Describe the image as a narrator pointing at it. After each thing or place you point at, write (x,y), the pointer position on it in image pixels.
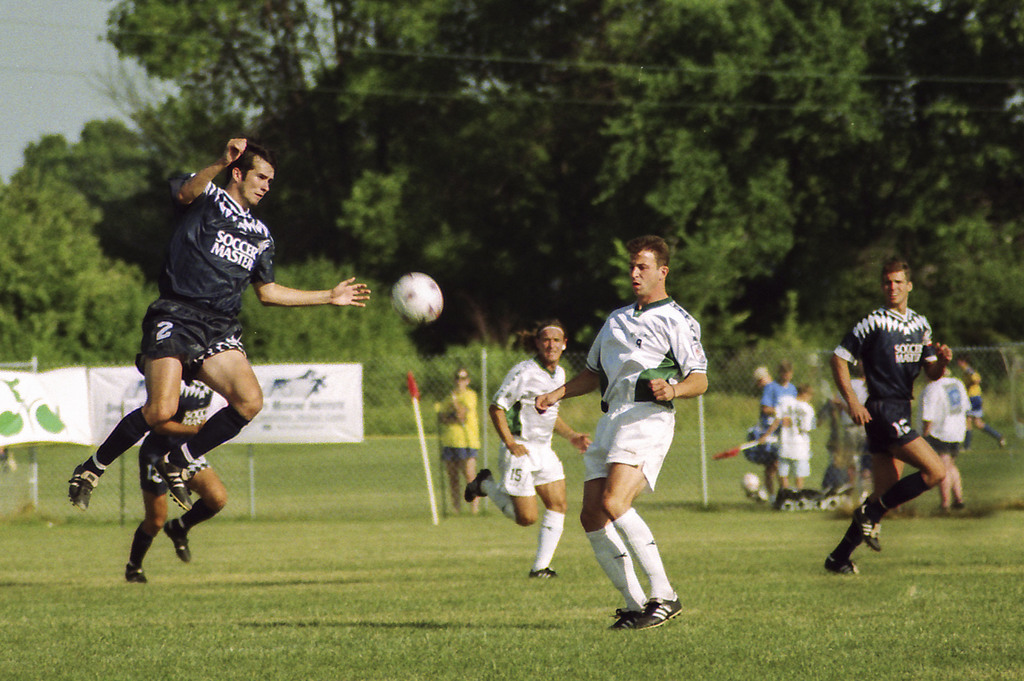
In this picture I can see few players (252,411) playing foot ball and I can see trees (588,193) and couple of banners (310,419) with some text (315,414) and I can see grass (464,576) on the ground (473,598) and I can see a man (209,317) jumping and I can see a cloudy sky (61,66).
